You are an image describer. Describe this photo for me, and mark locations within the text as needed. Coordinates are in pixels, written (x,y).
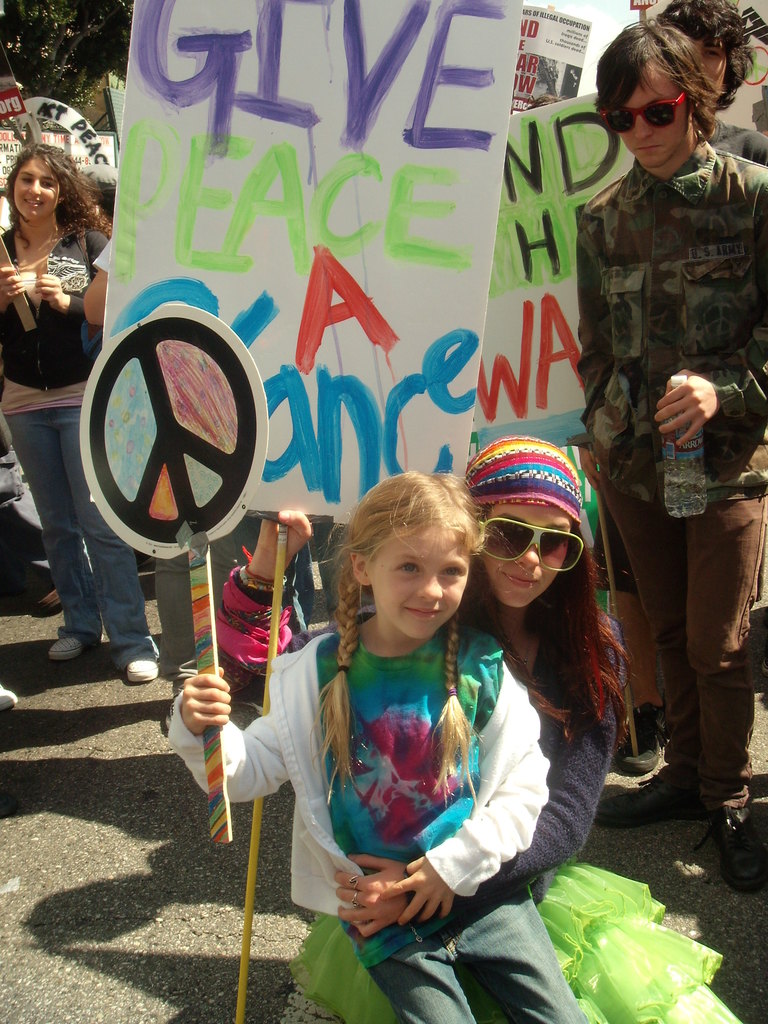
In this image at front (380,742) there are two persons (462,723) sitting by holding the banners (328,406). At the back side (735,472) there are few people (735,472) standing by holding the banners (562,35). Behind them there are trees (109,43).
